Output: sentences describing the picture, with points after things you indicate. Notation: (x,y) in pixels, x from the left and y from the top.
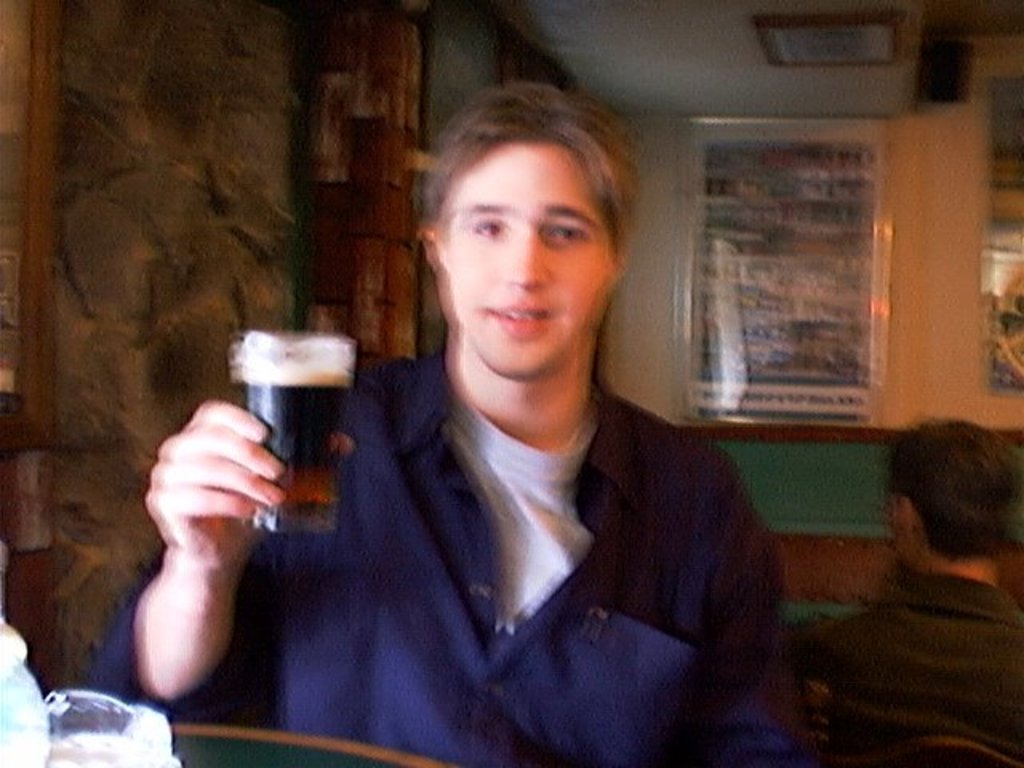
In the foreground (246,678) I can see a person (712,703) is holding a glass (295,523) in hand (239,487). In the background (848,689) I can see a person (873,675) is sitting on the chair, wall (900,408), wall painting (1011,295). This image is taken may be in a restaurant (580,43).
